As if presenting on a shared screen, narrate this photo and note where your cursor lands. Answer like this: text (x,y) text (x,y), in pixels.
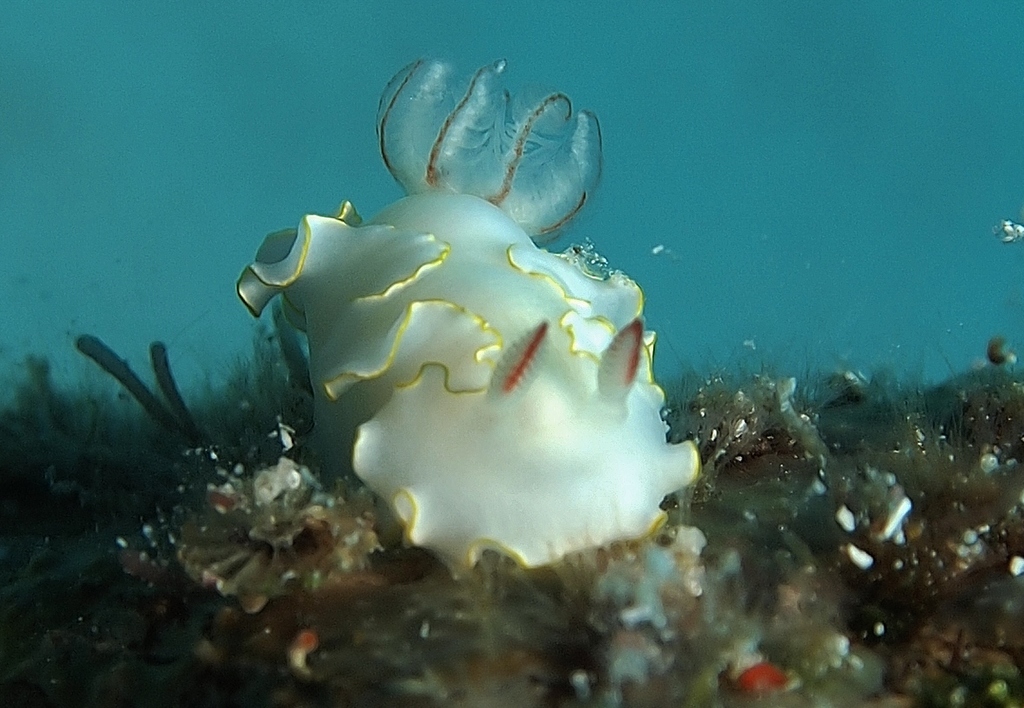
In this image I can see a sea slug (464,394) and submarine species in the water (763,230). This image is taken may be in the ocean (952,93).
